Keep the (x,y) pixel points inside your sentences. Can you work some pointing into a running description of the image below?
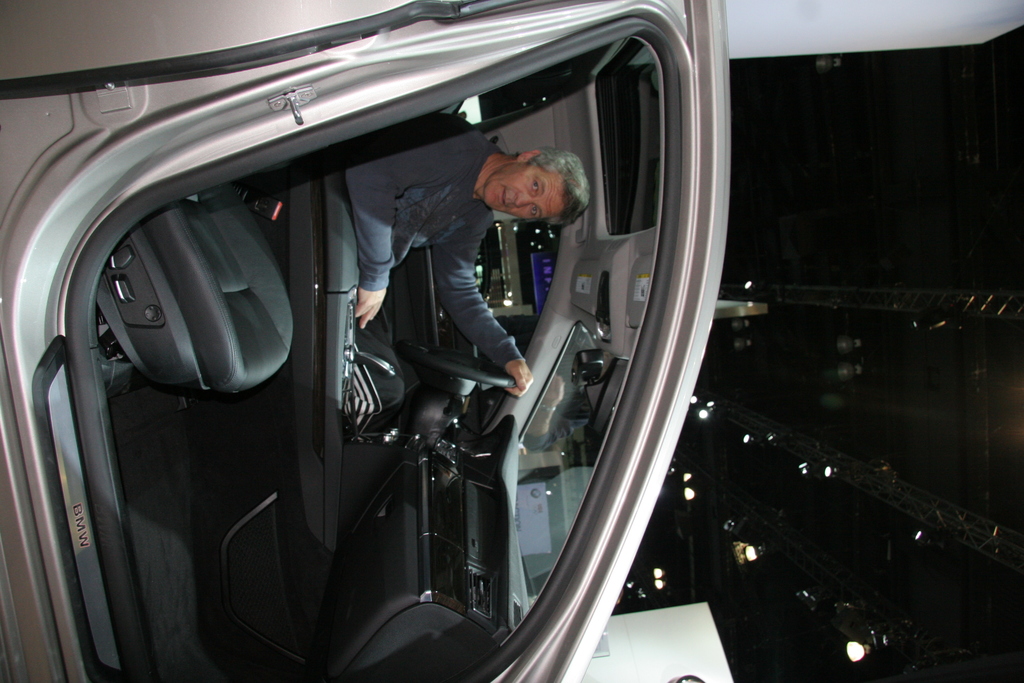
there is a person (417,229) in the vehicle (627,319).
